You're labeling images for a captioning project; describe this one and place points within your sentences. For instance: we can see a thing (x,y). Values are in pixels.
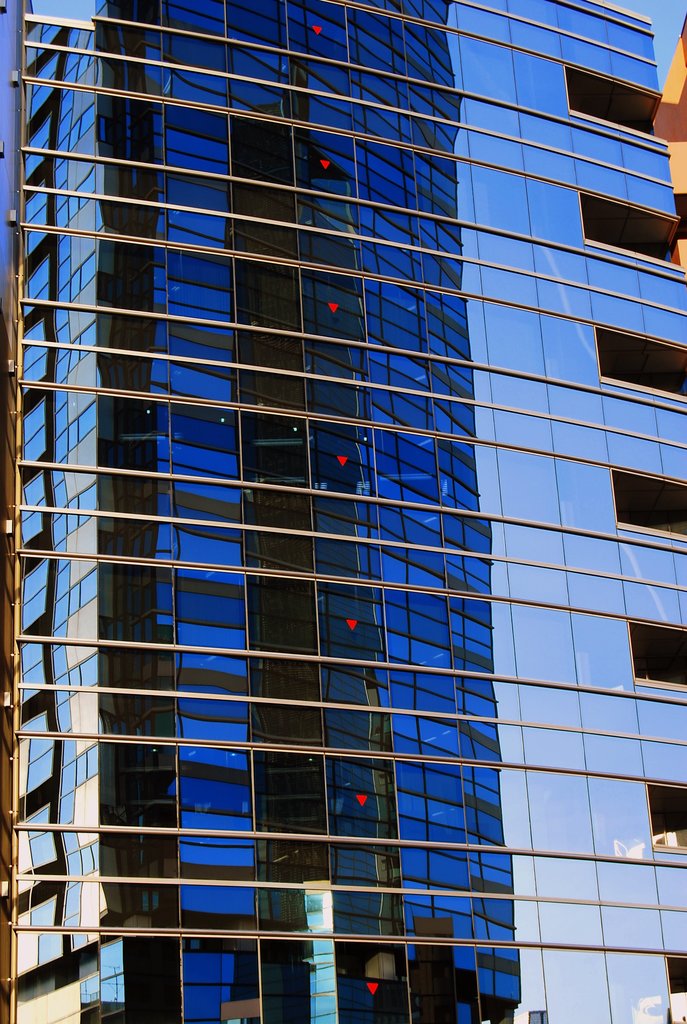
In this image we can see a building (331,808). We can also see the sky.
